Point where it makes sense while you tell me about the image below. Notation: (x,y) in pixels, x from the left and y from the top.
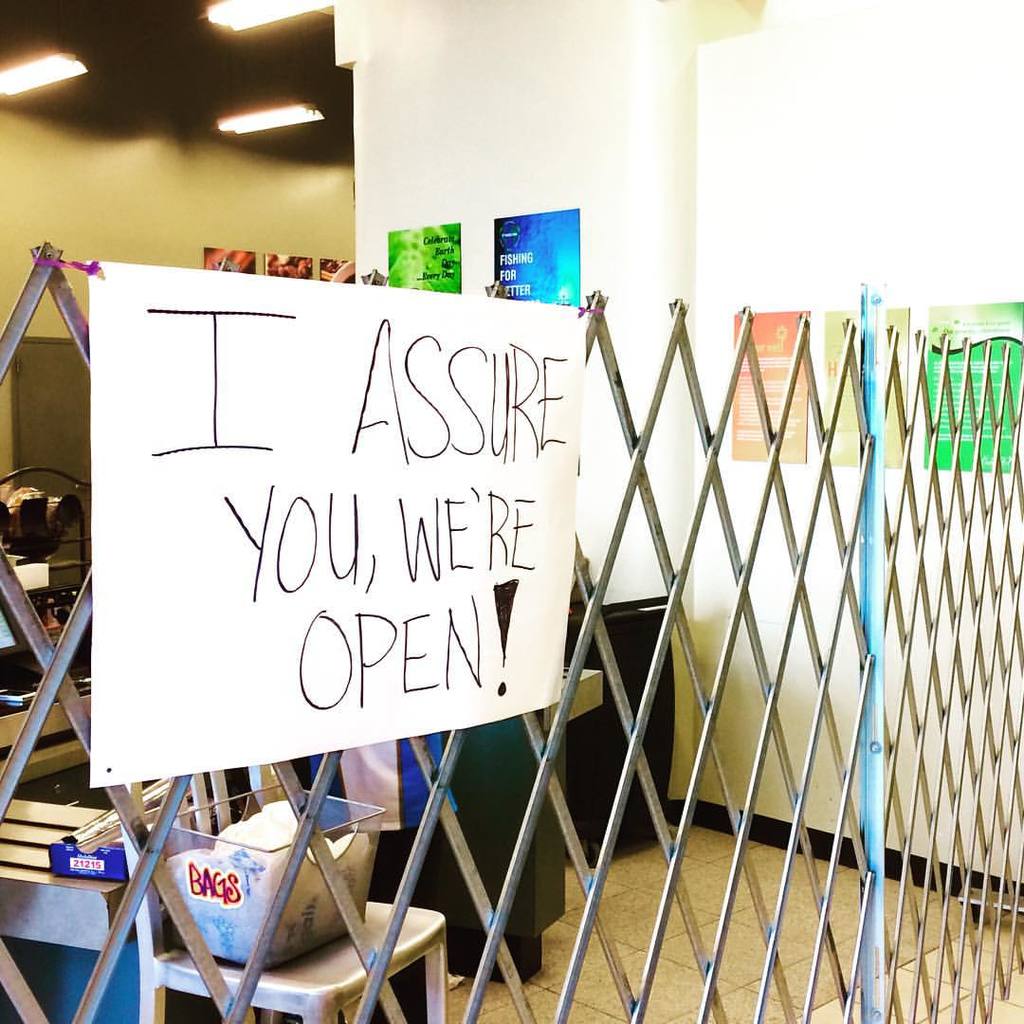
In front of the image there is a metal fence (862,661). There is a paper (414,425) tied to the metal fence (76,332) and there is some text (511,442) on the paper (371,658). Behind the metal fence (85,1000) there is a chair (328,1009). On top of it there are some objects (258,846) in the basket (251,848). Beside the chair (176,964) there are a few other objects (594,773). In the background of the image (538,237) there are posters (531,223) attached to the wall (609,147). At the bottom of the image (740,924) there is a floor (650,924). On top of the image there are lights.
